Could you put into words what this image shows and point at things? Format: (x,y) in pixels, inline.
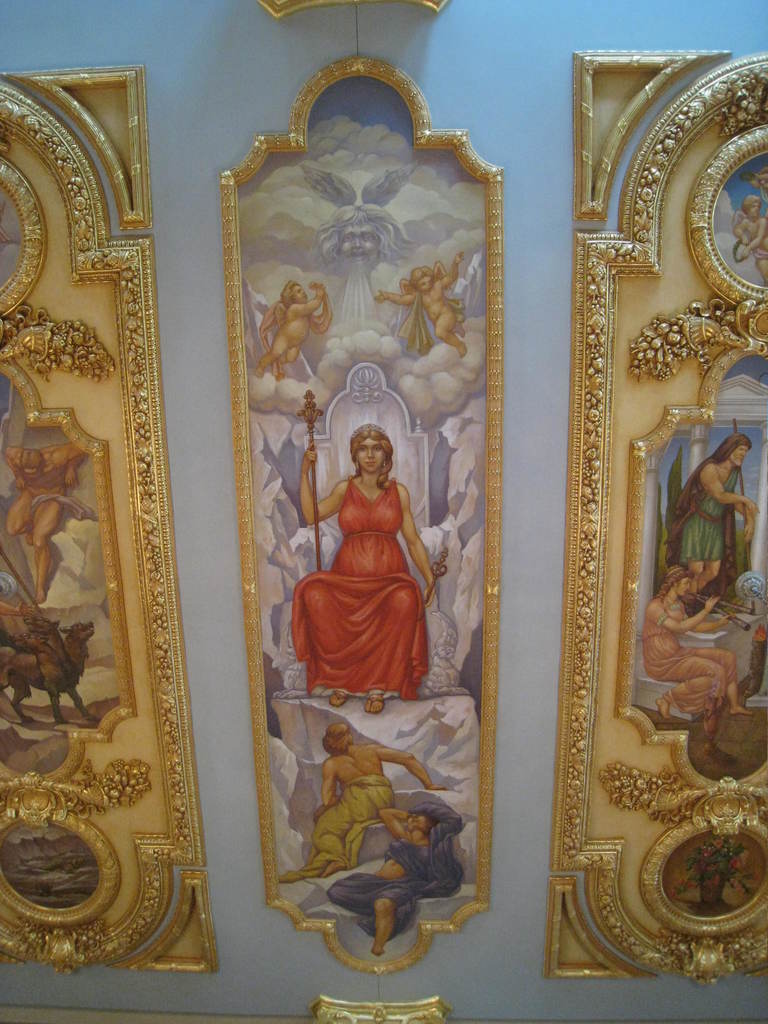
There are painting frames (47,362) attached to a light blue color wall (186,105).
